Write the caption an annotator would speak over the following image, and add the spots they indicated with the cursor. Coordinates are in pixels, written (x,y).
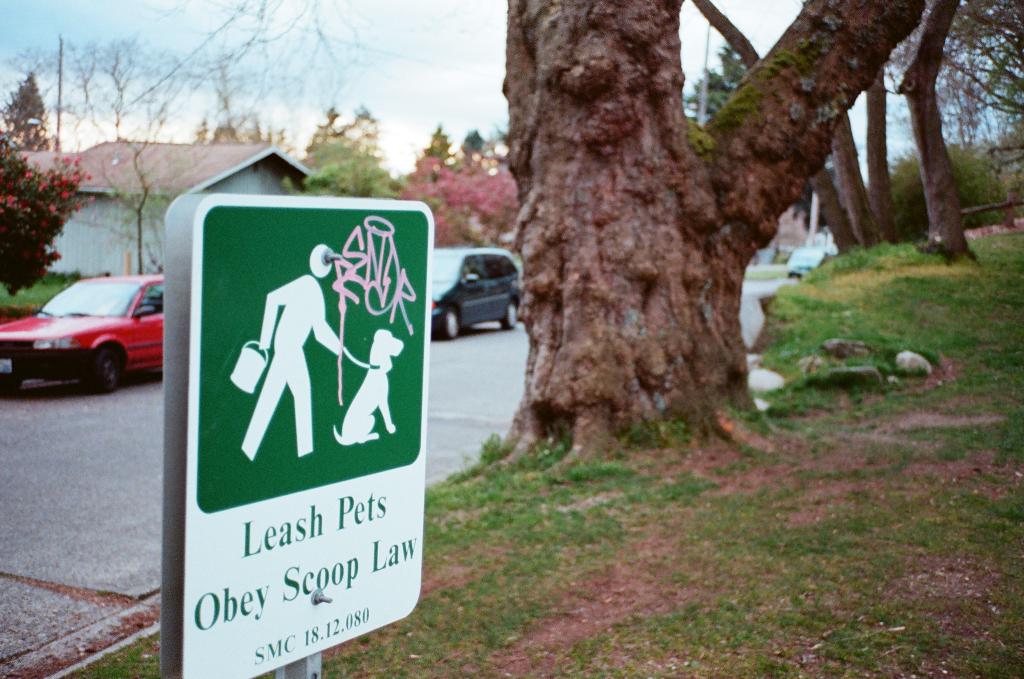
In this image I can see the board (354,450) attached to the pole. In the background (5,201) I can see few vehicles (472,281), trees (532,240) in green color and I can also see the house (165,180). In the background (357,35) the sky (357,35) is in blue and white color.
